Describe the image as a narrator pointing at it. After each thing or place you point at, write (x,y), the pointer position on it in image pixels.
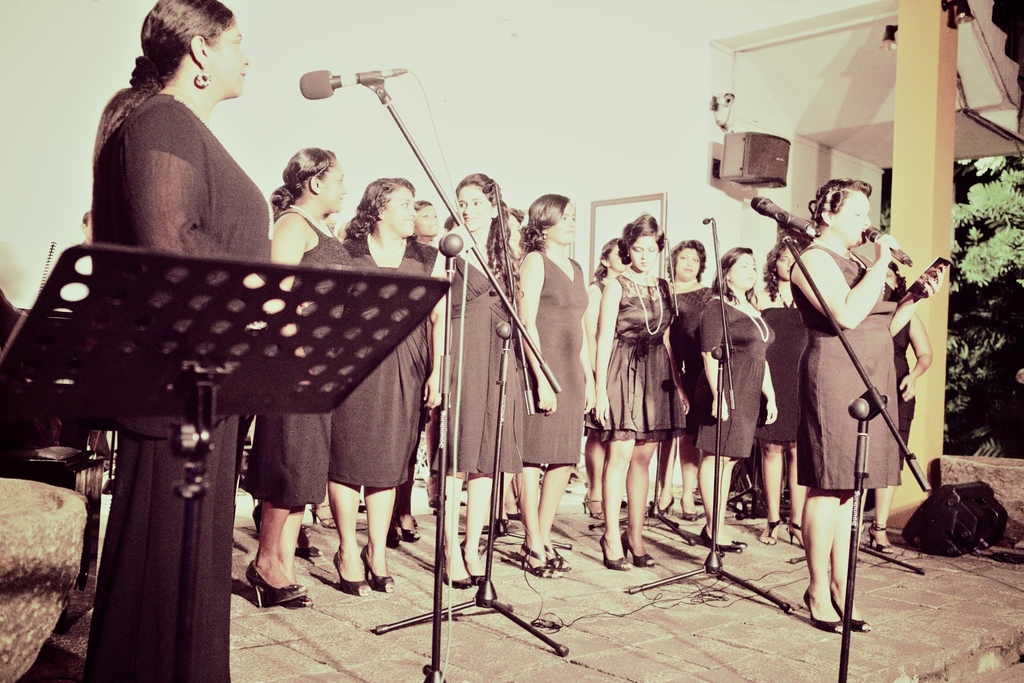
In this image we can see a group of women (639,299) standing on the floor (673,566). In that a woman (871,338) is holding a mic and an object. We can also see the speaker boxes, a pillar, mikes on the stands (507,613), some trees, a speaker stand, some wires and a wall (598,87).
